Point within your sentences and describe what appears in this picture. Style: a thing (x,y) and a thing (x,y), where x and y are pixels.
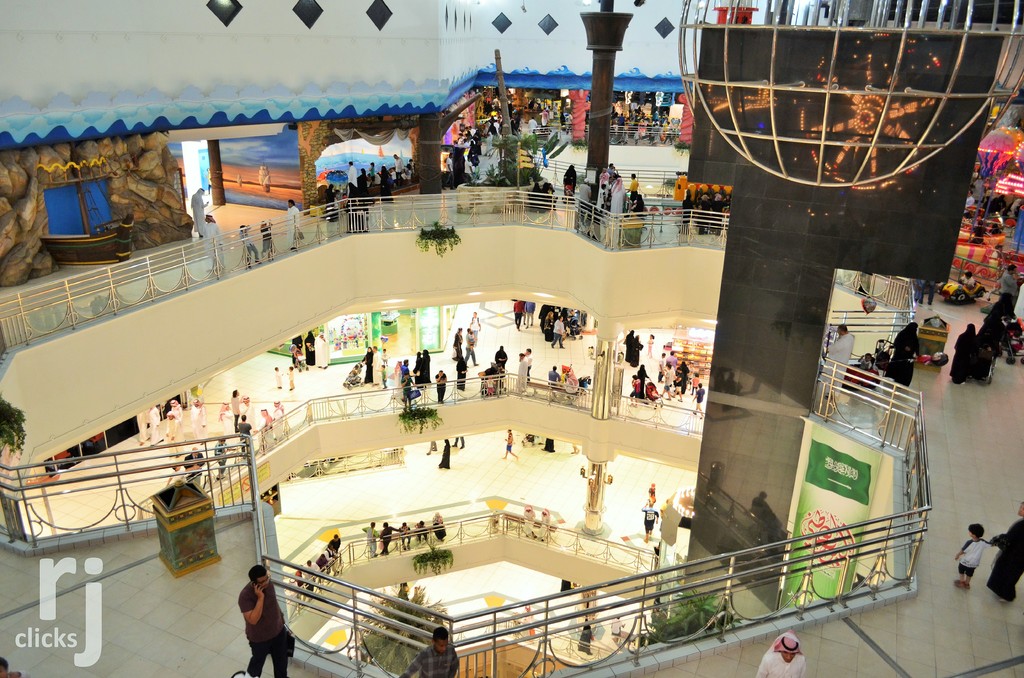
In the image I can see people (521,354) standing on the floor (618,514). This is an inside view of a building (470,502). I can also see fence (355,592), poles (595,66), vehicles (953,293), toys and some other objects (274,182). On the left side of the image (42,632) I can see watermark (26,630).
